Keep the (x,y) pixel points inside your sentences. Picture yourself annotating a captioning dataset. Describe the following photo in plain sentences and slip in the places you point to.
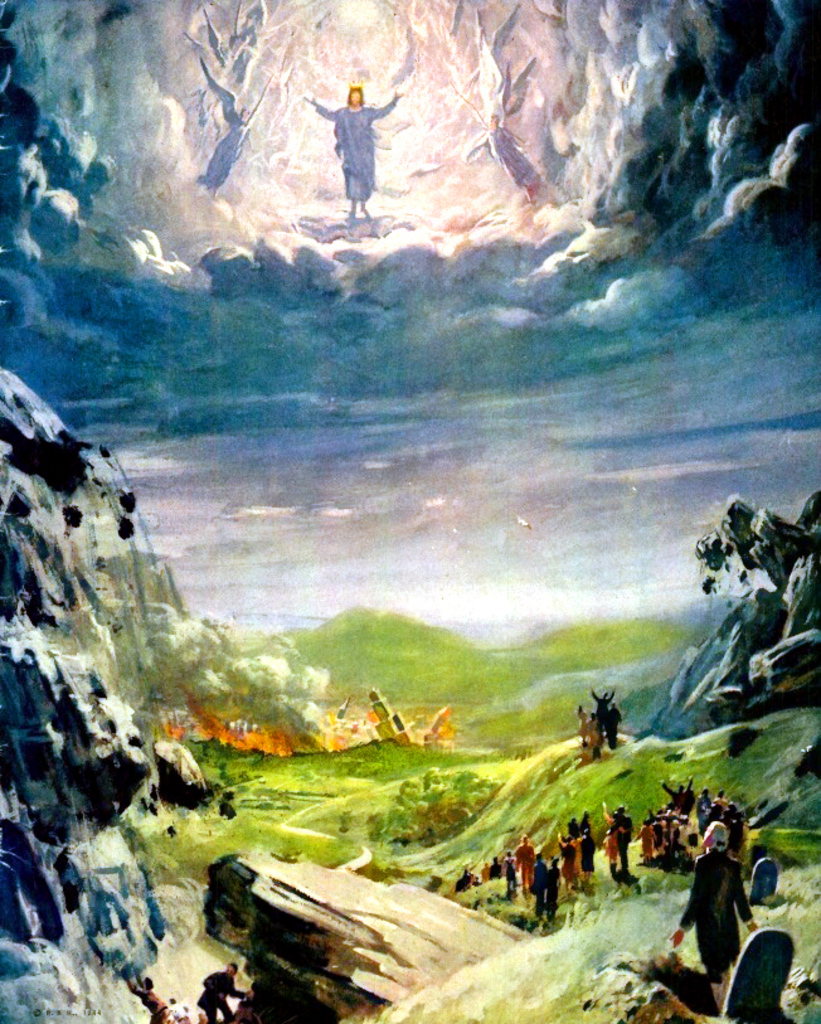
In this picture, we can see an art of a few people (601,710), ground (365,777), mountains (10,658), and the sky (490,379) with clouds (529,350).
